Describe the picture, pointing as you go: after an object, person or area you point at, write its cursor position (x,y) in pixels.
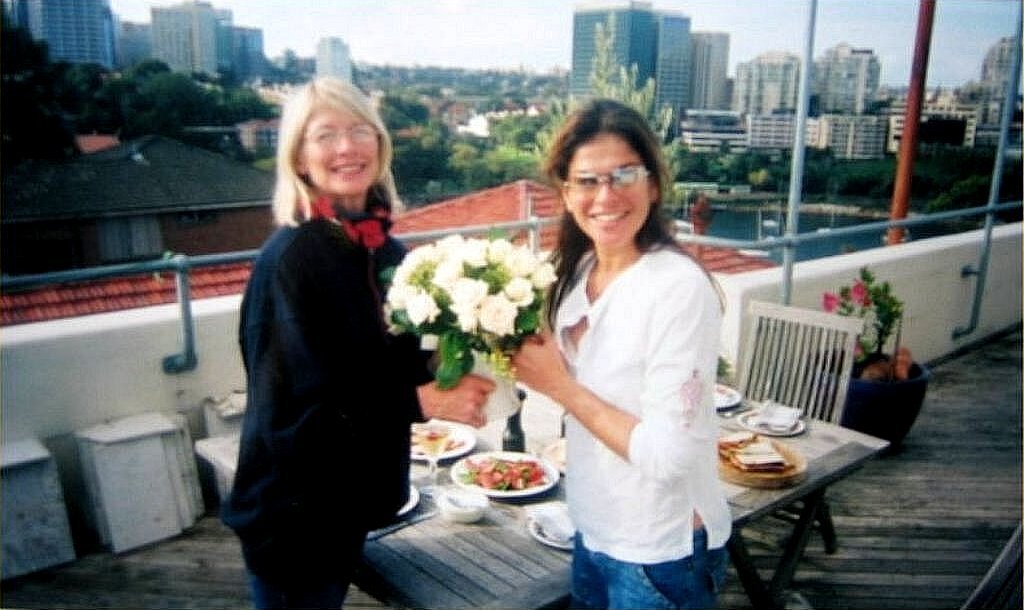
This picture we can see two women (293,332) from the left we can see a girl (338,440) receiving the white flower bouquet (476,347) from the other women (678,473) wearing white top (624,474) and blue jean (649,576), behind there is dining table (425,546) on which food (475,468) and tea cup (464,505) are placed, Extreme behind we can see good view of the building (486,116), tree (507,147) and clear sky (462,55).
